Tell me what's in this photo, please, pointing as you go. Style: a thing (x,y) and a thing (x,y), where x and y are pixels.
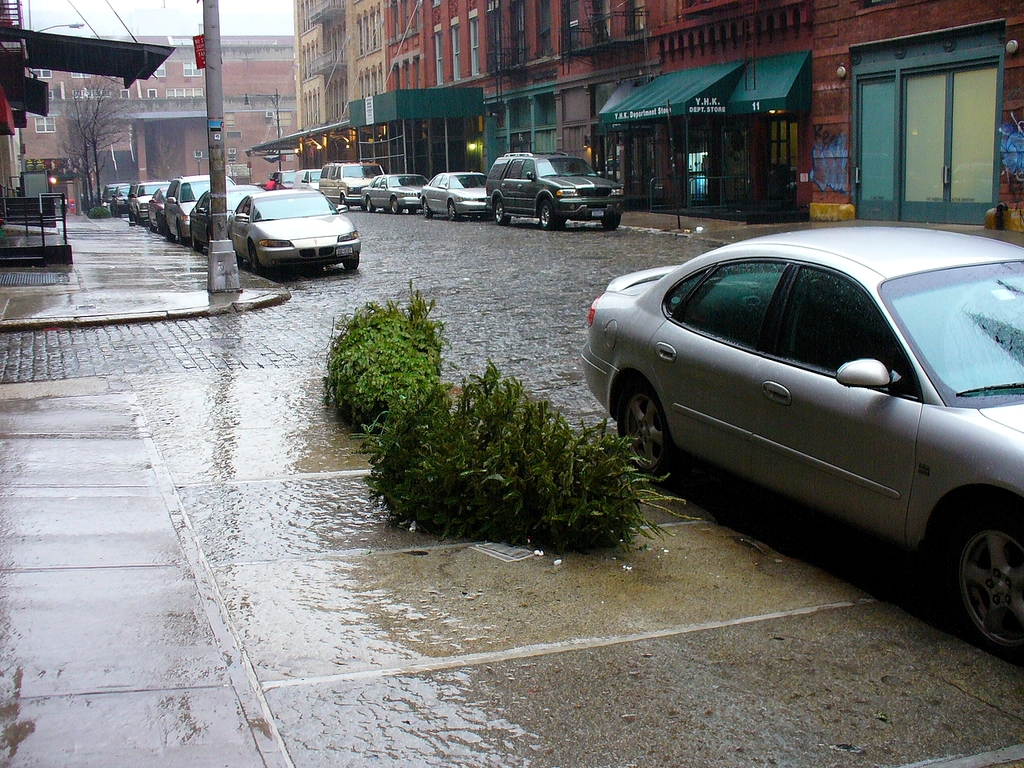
In this picture I can see vehicles (288,240) parked on the road (312,369), there are buildings (29,138), there are plants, trees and there is the sky (183,8).
